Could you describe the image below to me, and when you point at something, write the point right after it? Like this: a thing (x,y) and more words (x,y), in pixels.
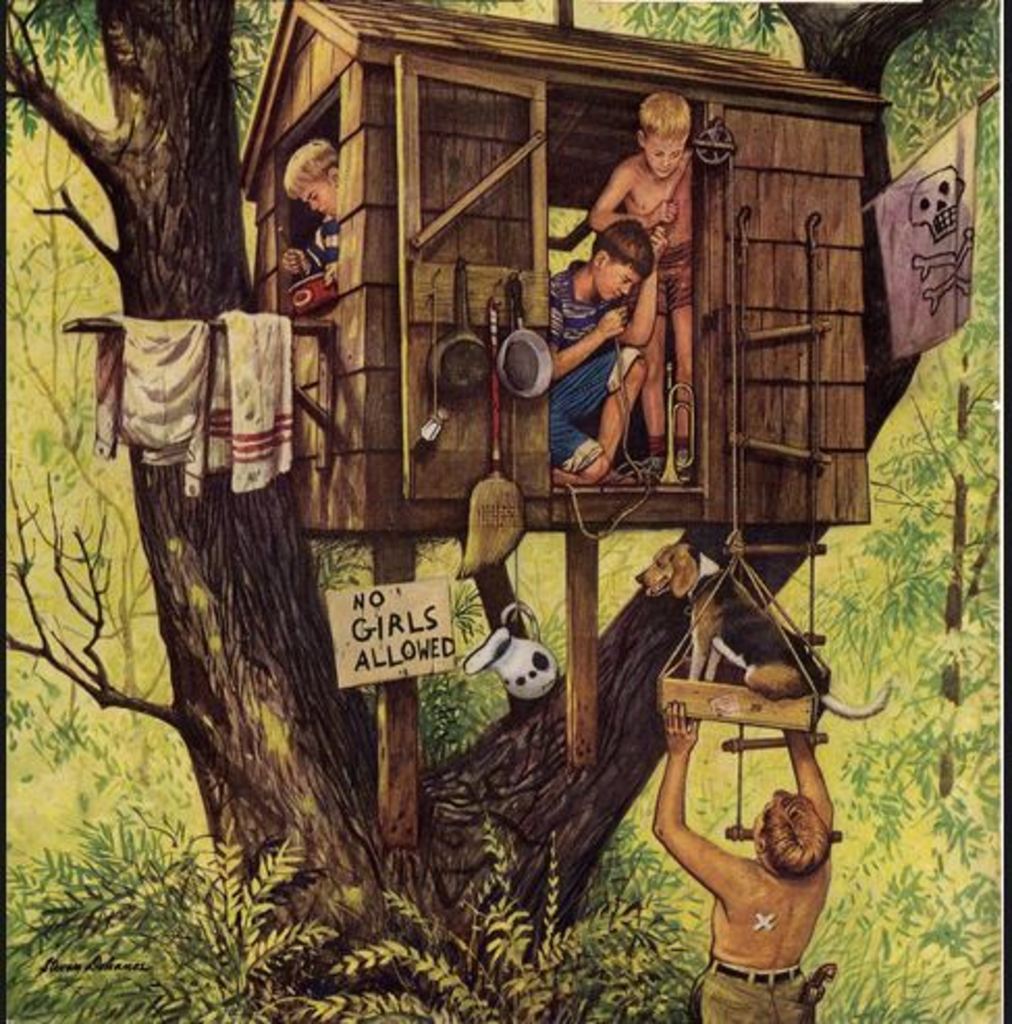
In this picture we can see the painting (672,669) of boys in the hut (455,424). To the hut (756,244) there is a flag (905,211) and other things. Behind the hut (836,198) there are trees (911,119).
